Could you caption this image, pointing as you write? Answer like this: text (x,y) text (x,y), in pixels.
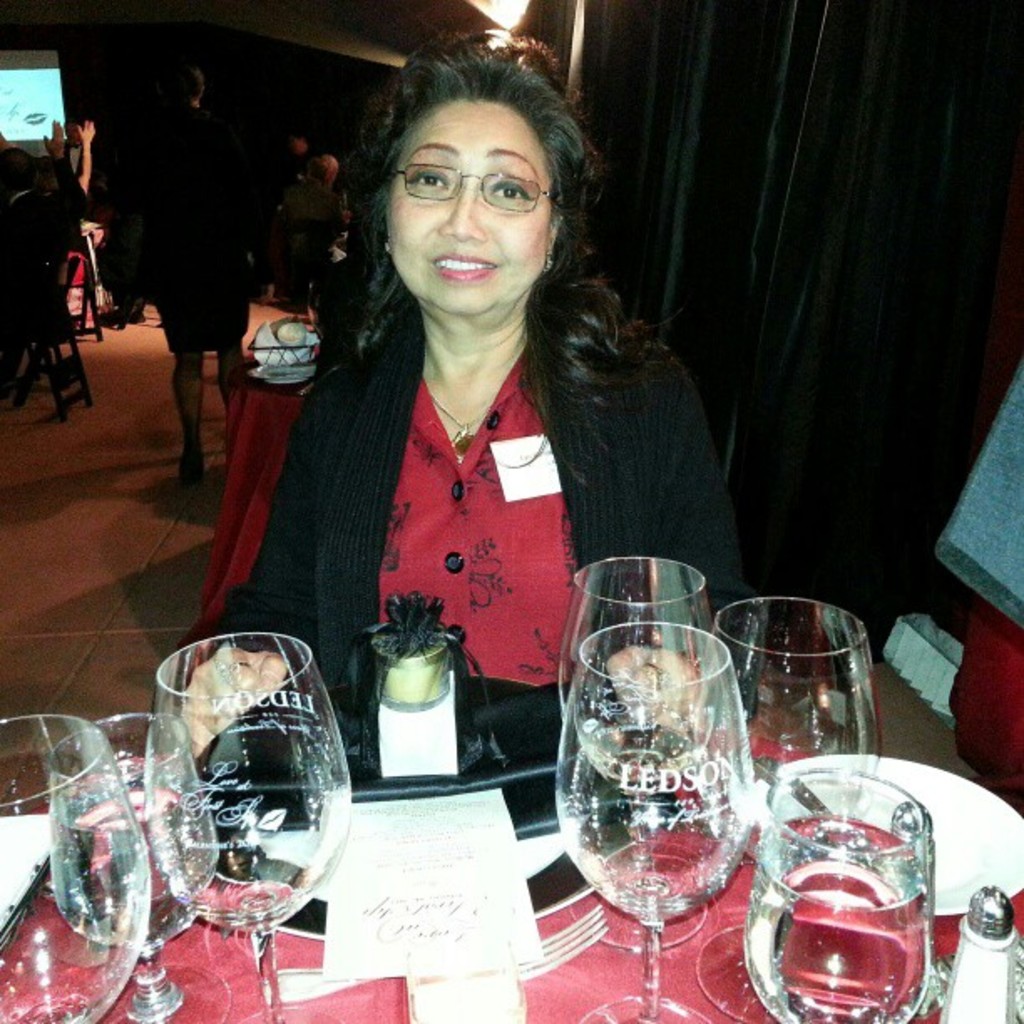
Here we can see a woman (248,655) sitting on chair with table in front of her having number of glasses (164,761) present on it and behind her we can see group of people (190,181) standing here and there
